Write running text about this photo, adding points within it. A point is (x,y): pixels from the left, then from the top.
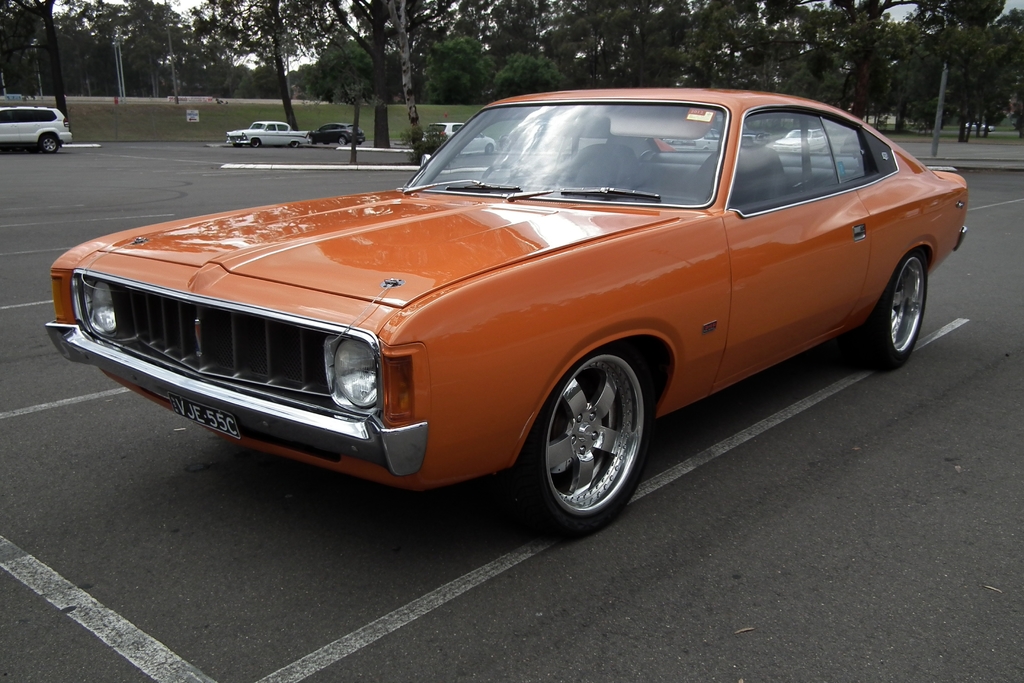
In this picture we can see cars (217,271) on the road (245,197), grass (281,116), border (127,97), plants (439,140), trees (305,35), poles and in the background (209,9) we can see the sky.
